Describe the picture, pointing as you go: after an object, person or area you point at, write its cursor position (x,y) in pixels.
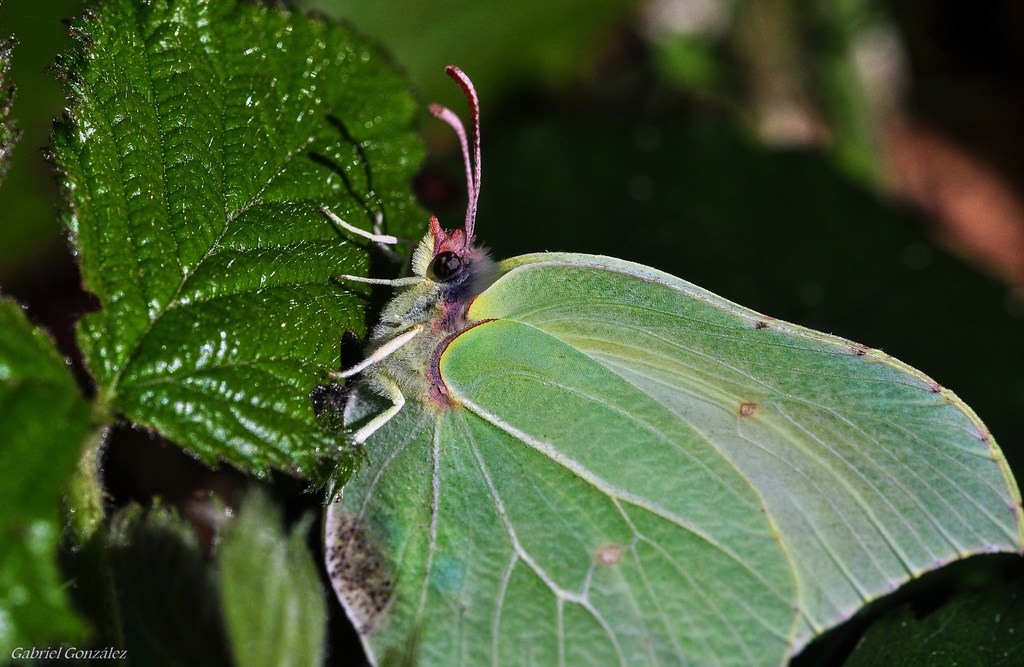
Here in this picture we can see a close up view of a butterfly (443,349) present on a leaf (367,197).
